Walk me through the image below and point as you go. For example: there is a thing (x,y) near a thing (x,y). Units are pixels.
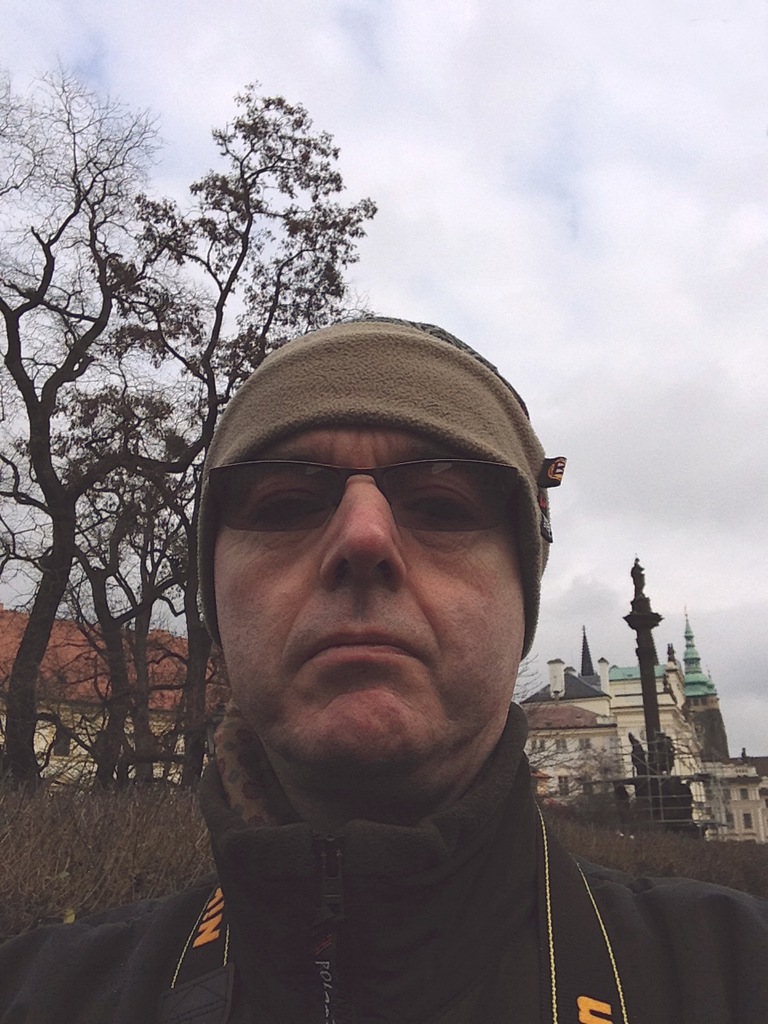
In the image in the center (485,655) we can see one person (277,685) standing. In the background (62,492) we can see the sky (497,220), cloud (648,228), trees (91,473), buildings (756,796), grass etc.
